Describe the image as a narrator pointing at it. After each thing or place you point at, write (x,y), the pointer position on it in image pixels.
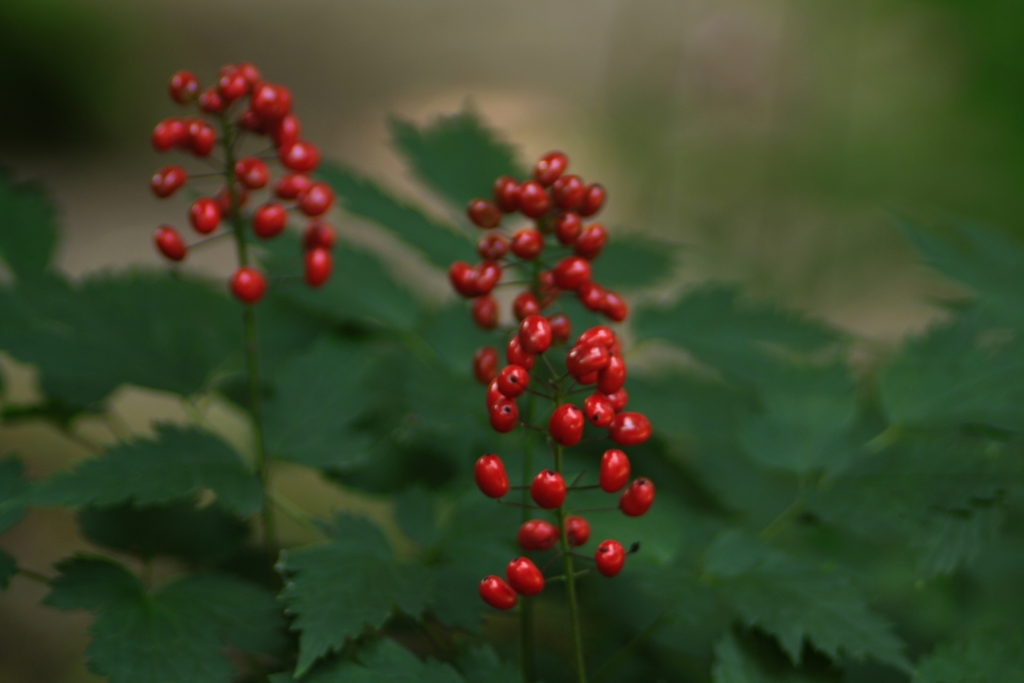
In this image I can see number of red colour berries (176,86) and green colour leaves (488,505). I can also see this image is little bit blurry from background (851,409).
